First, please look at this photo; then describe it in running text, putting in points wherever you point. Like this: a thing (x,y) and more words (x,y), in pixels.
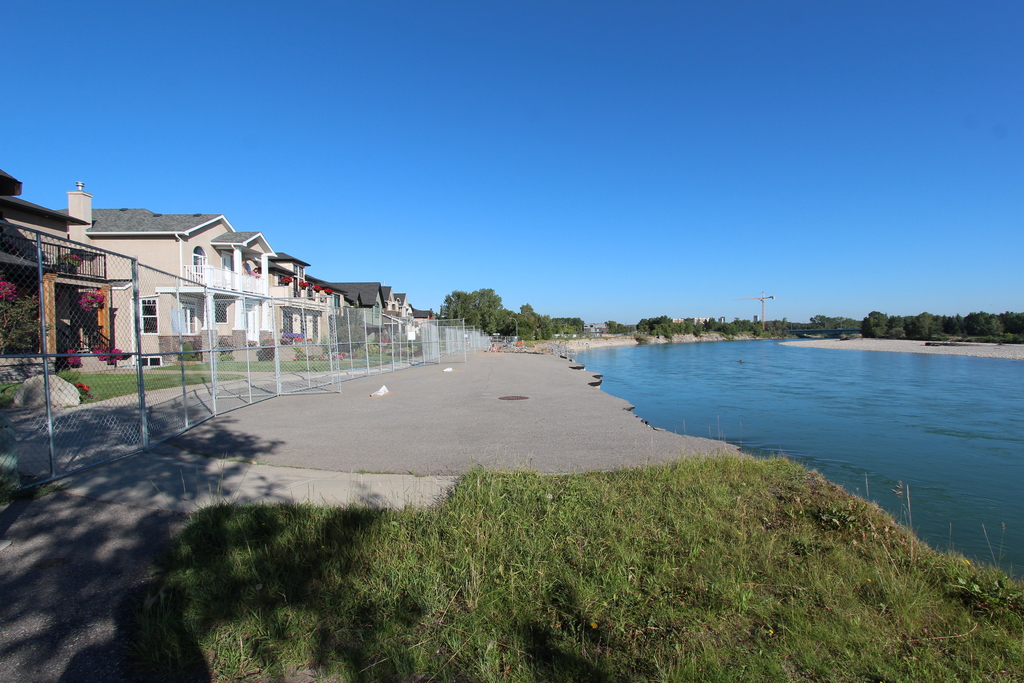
In this picture there are some shed house (71,269) and white color net fencing grill (178,382). On the right side (719,366) there is a river water (764,448). In the background (476,329) we can see many trees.
